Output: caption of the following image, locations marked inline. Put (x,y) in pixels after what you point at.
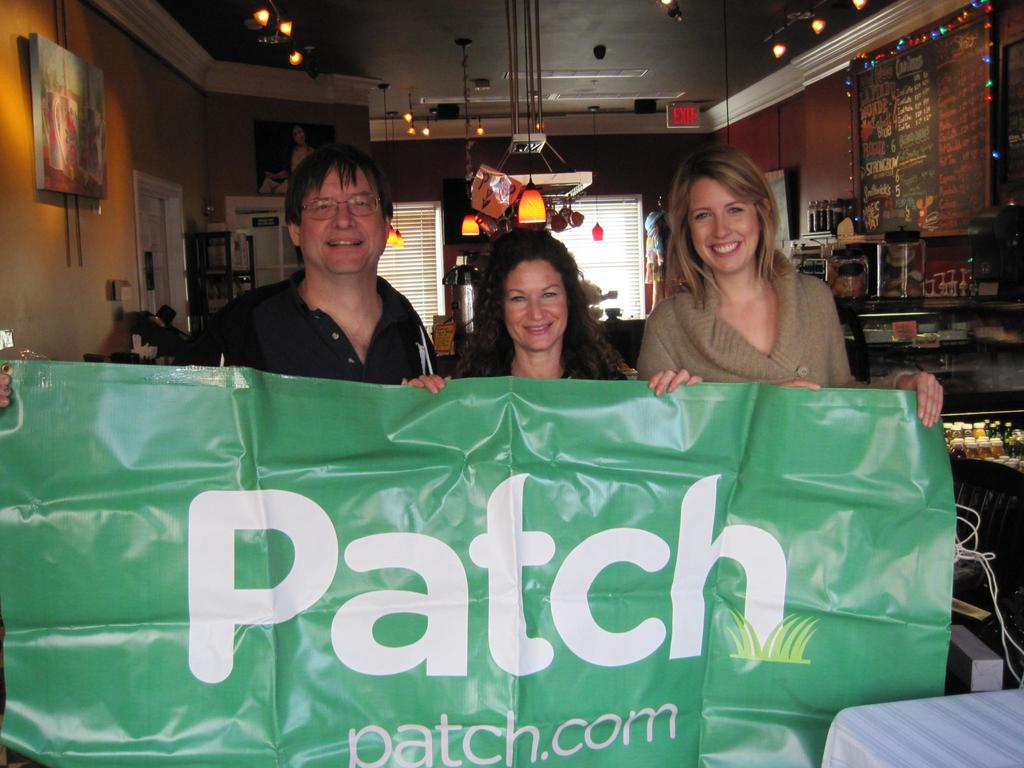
Here we can see a man (370,321) and two women (515,307) are standing by holding a banner (469,602) in their hands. In the background (407,213) there are frames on the wall (87,215), windows (419,208), lights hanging to the ceiling (397,57), doors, decorative lights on a board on the wall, jars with some items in it and other objects (904,327).
